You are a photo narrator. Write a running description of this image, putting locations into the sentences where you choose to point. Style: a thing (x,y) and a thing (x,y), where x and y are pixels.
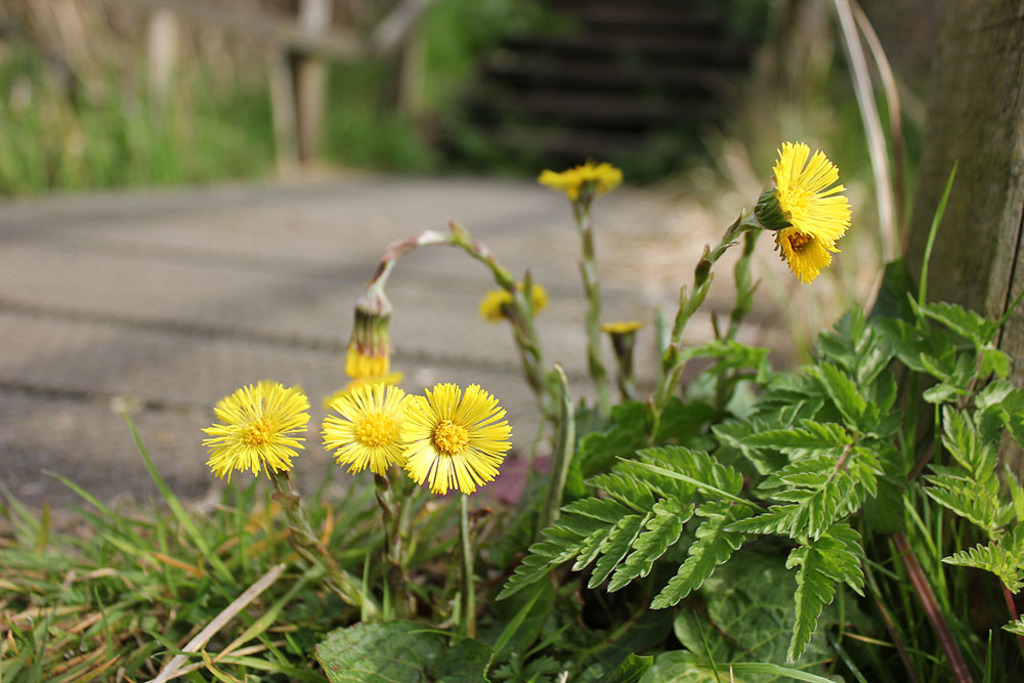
In this image there are flowers (458,416), leaves (611,507) and in the background (471,119) it is blurry.
